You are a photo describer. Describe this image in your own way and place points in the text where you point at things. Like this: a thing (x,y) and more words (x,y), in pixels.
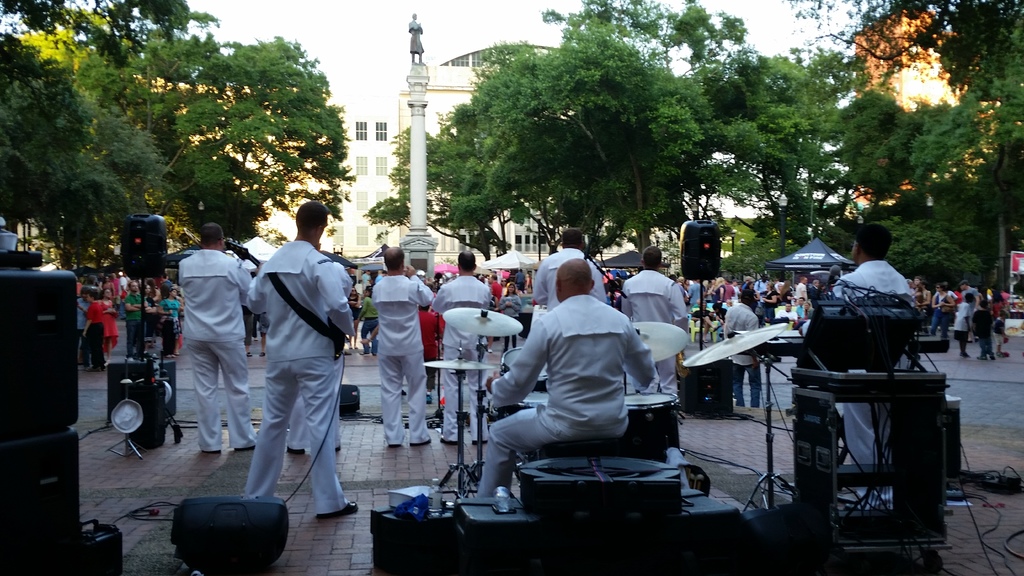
There is a group of people (270,267). In this picture we can see the city. some people (763,316) are standing and some people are sitting in a chair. We can see in the background (370,393) there is a trees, sky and road (376,411). On the left side (304,297) we have persons (198,292). They are wearing white shirts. In the center (354,333) we have a another person (284,300). He is playing guitar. In the center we have another person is playing drums (766,331).
